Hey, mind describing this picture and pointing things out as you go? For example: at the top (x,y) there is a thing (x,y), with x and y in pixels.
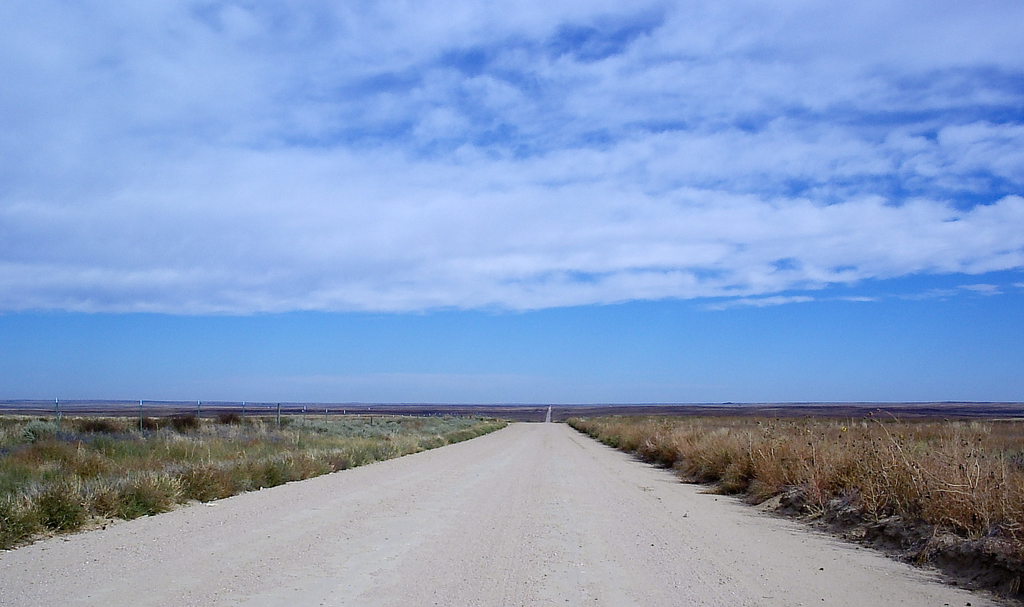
To the bottom of the image (413,561) there is a road (360,482). To the left (158,456) and right side of the road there is grass (819,449). And to the top of the image (41,198) there is a blue sky (867,315) with clouds (465,186).
